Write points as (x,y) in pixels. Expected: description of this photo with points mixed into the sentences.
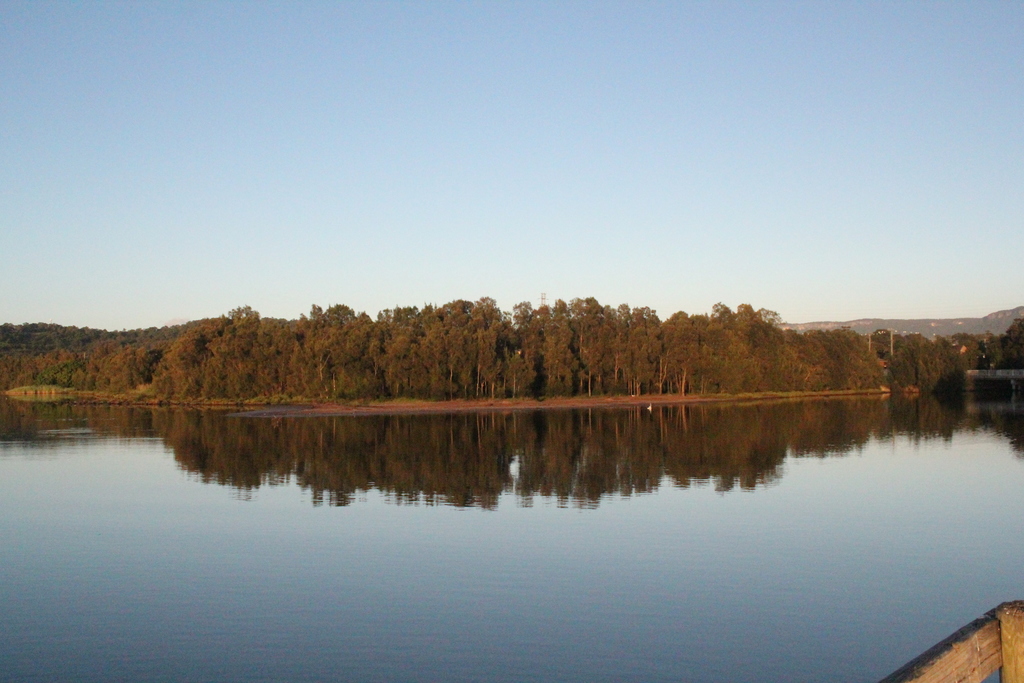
In the background (492,84) we can see the sky (525,19) and a hill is visible. In this picture we can see trees (859,348), water (1007,459). We can see the reflection (898,438) on the water (733,437). In the bottom right corner of the picture (1004,611) we can see wooden object (962,649).
